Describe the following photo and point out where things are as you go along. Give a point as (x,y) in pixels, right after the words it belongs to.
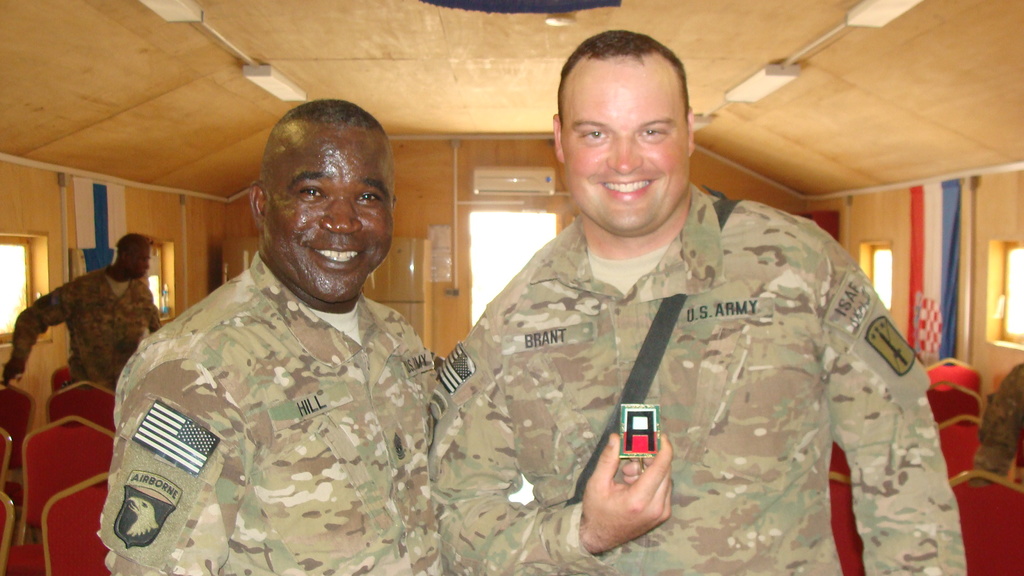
In this picture I can see there are two men (546,401) standing and smiling, they are wearing army uniform (235,442) and in the backdrop (110,303) I can see there are few people (94,342) standing and there are empty chairs (70,399), doors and windows (44,261).
